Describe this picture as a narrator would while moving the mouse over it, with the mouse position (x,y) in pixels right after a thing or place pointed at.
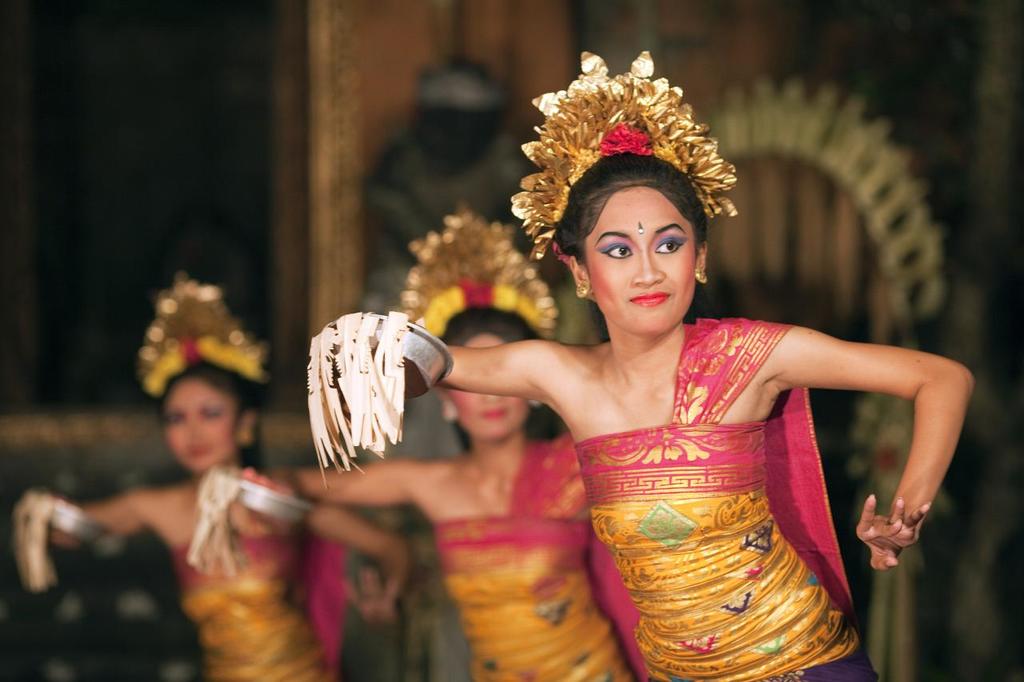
In this image we can see some women (633,499) wearing crowns (568,115) holding the bowls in their hands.
